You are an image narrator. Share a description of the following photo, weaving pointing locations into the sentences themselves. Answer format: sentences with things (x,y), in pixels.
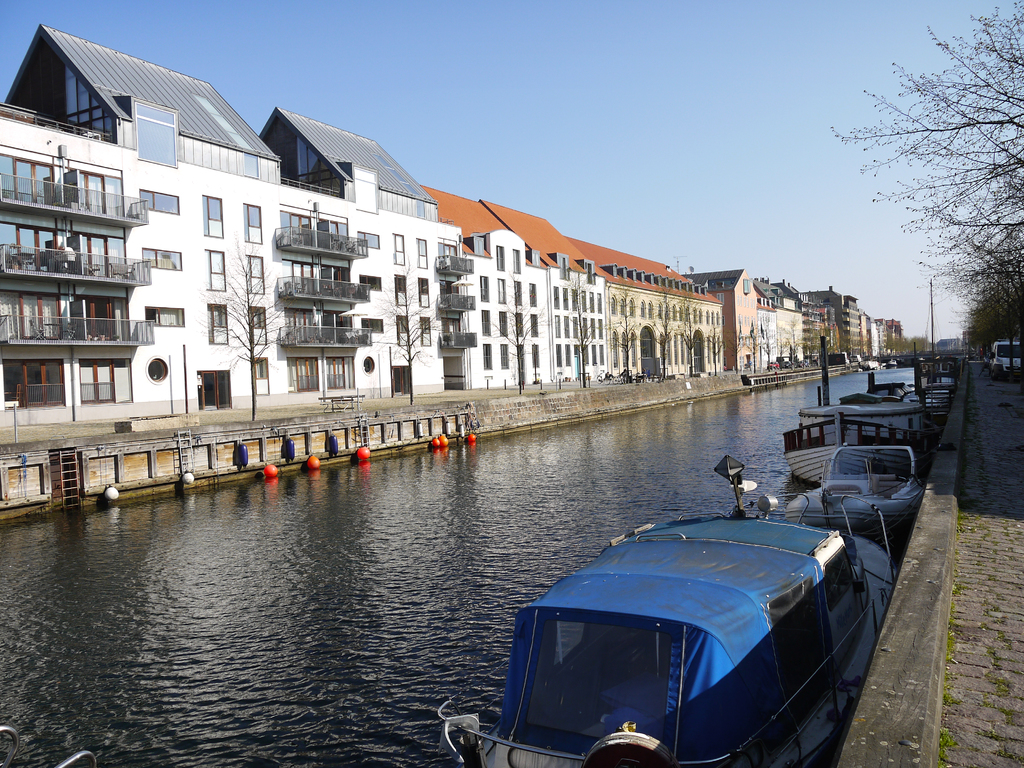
There is water (353,486). There are many boats (747,483). On the right side (987,588) there is a sidewalk (964,571). We can see branches (1000,145) of a tree (975,152). On the left side (284,293) there are many buildings (307,335) with windows (219,344), doors (335,267) and balconies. Also there are trees (516,326). On the side of the water (166,518) there is a wall (112,464) with ladders (77,454) and balls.
